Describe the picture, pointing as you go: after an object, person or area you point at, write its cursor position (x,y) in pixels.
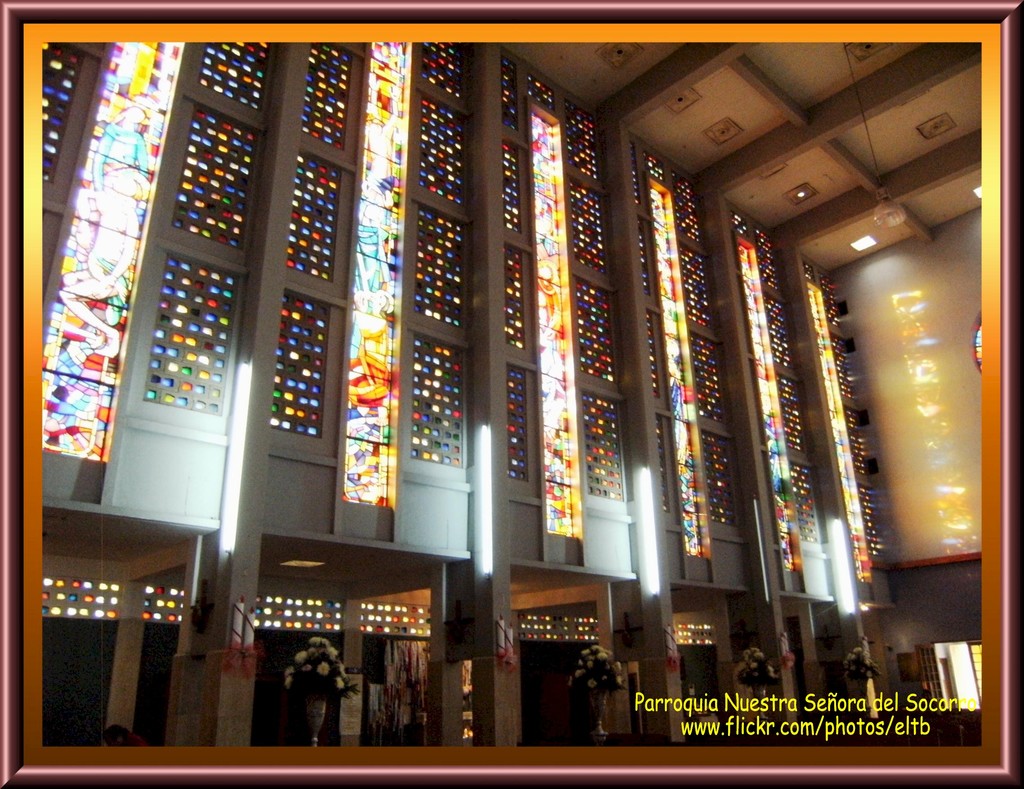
This is the inside view of a building (454,562) there are some flower vases (597,723) on the surface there are some lights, windows (366,348), there are some pillars (220,588) and top of the image (677,76) there is a ceiling (719,185).
